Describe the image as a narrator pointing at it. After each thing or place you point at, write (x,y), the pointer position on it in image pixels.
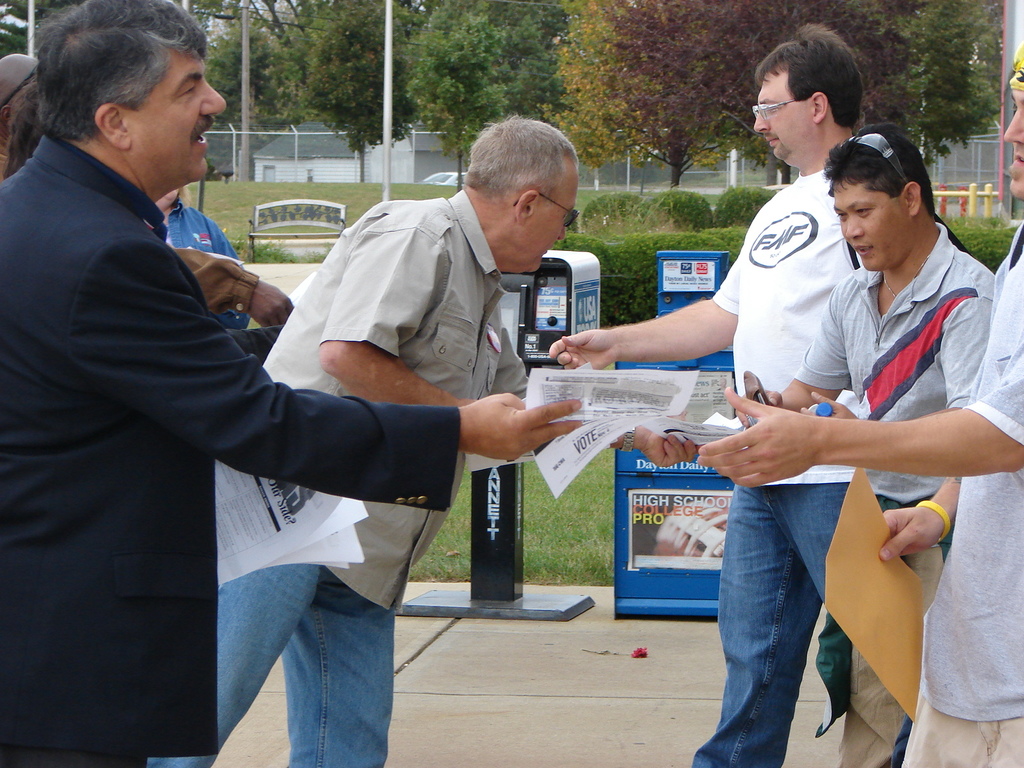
This picture describes about group of people (748,425), they are all standing, and they are holding papers (665,391), beside to them we can see few machines (599,324), in the background (632,298) we can find few shrubs (662,202), trees (537,59), poles (387,53), houses (429,170) and a bench (300,222).
